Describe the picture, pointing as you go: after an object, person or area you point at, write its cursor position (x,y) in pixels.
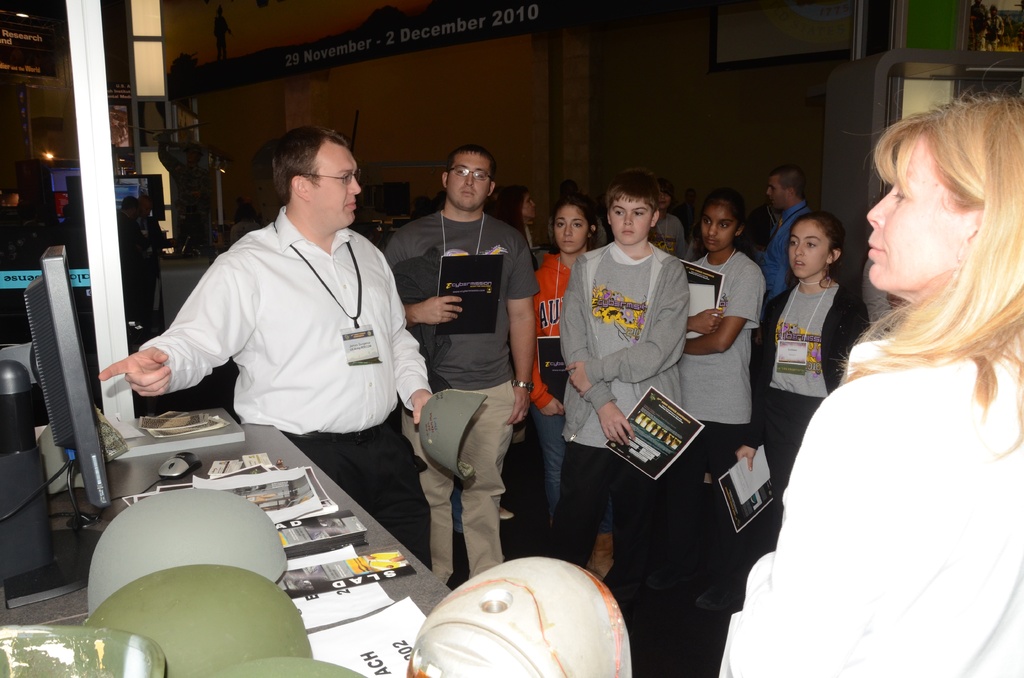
In this picture there are people (656,363) those who are standing in the center of the image (546,356), by holding books (632,433) in their hands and there is a table (293,446) in the bottom left side of the image (329,490), on which there is a monitor (106,468), mouse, and books (317,569) on it, there are posters (186,75) and windows (135,40) in the background area of the image (146,150).
